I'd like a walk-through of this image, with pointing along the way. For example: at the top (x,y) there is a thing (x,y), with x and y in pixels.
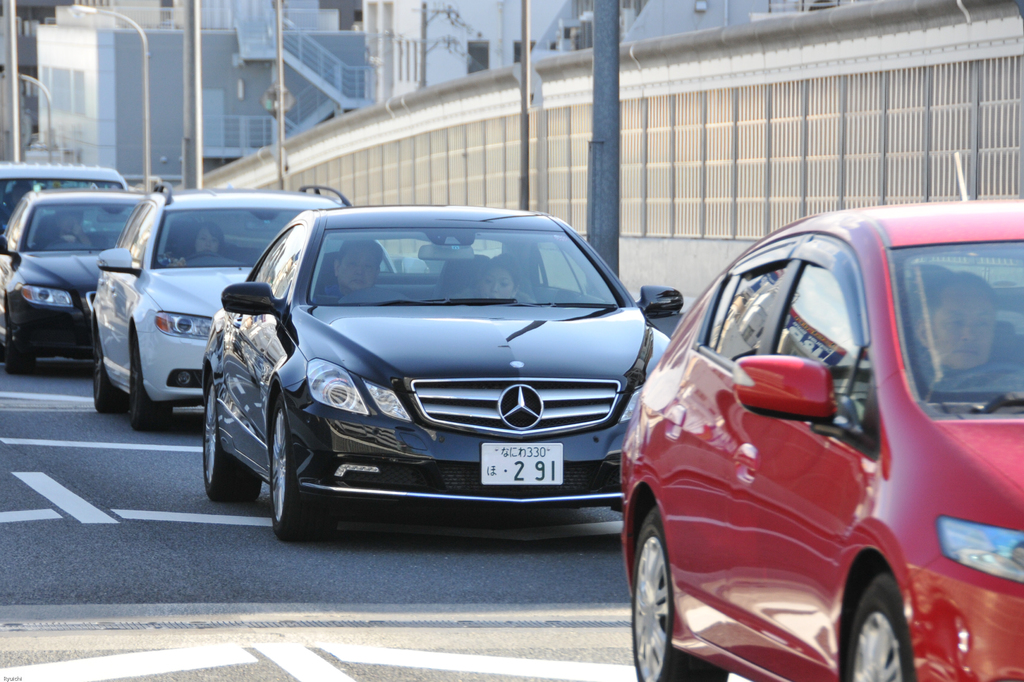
In the image in the center, we can see few vehicles (271,395) on the road (204,584). And we can see few people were sitting in the vehicles (585,342). In the background (795,12) we can see buildings (285,39) and poles (597,103).
